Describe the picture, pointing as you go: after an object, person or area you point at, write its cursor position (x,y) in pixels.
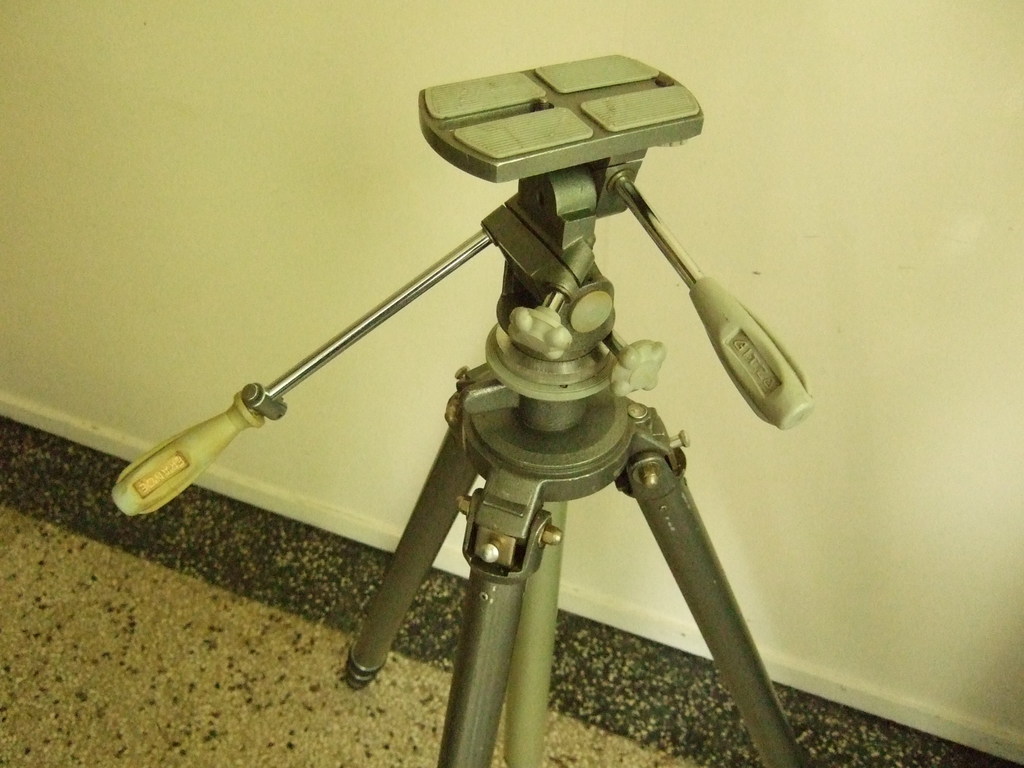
In the center of the image (489,429), we can see a stand (570,427) and in the background (126,98), there is a wall (599,249). At the bottom (184,656), there is floor (170,656).
